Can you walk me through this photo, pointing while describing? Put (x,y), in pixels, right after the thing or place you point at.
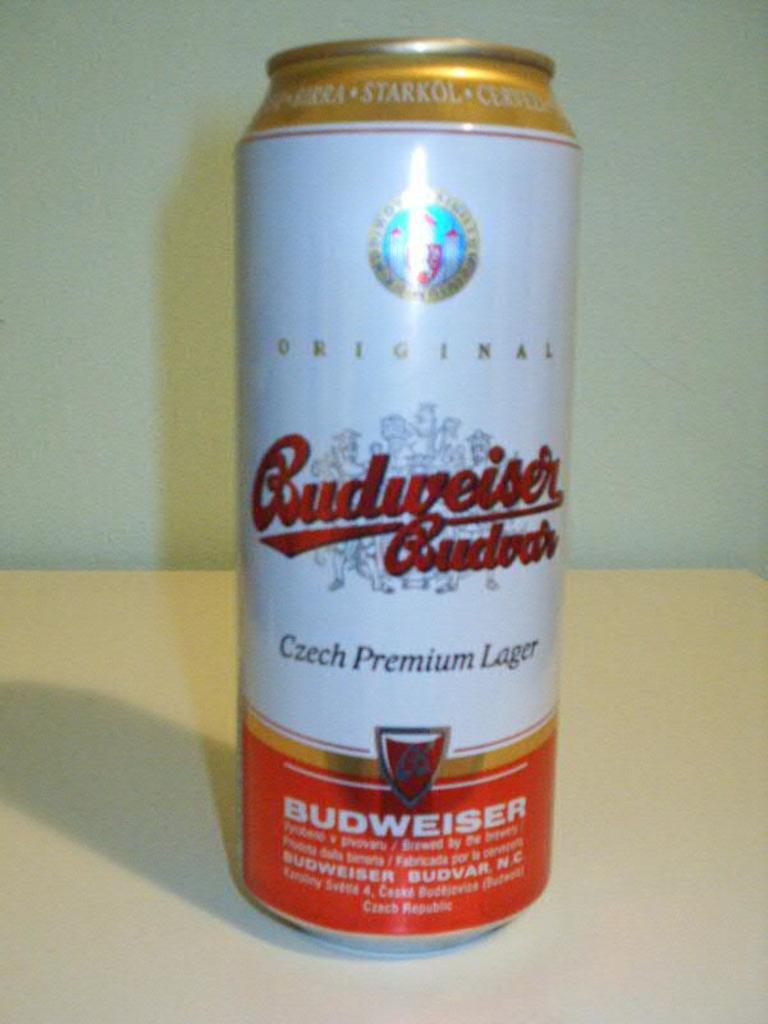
In this picture I can see there is a beverage can (391,474) placed on a wooden table (601,988), there is a symbol (412,247) and there is something written on it. The backdrop (57,513), there is a white color wall (50,487).
